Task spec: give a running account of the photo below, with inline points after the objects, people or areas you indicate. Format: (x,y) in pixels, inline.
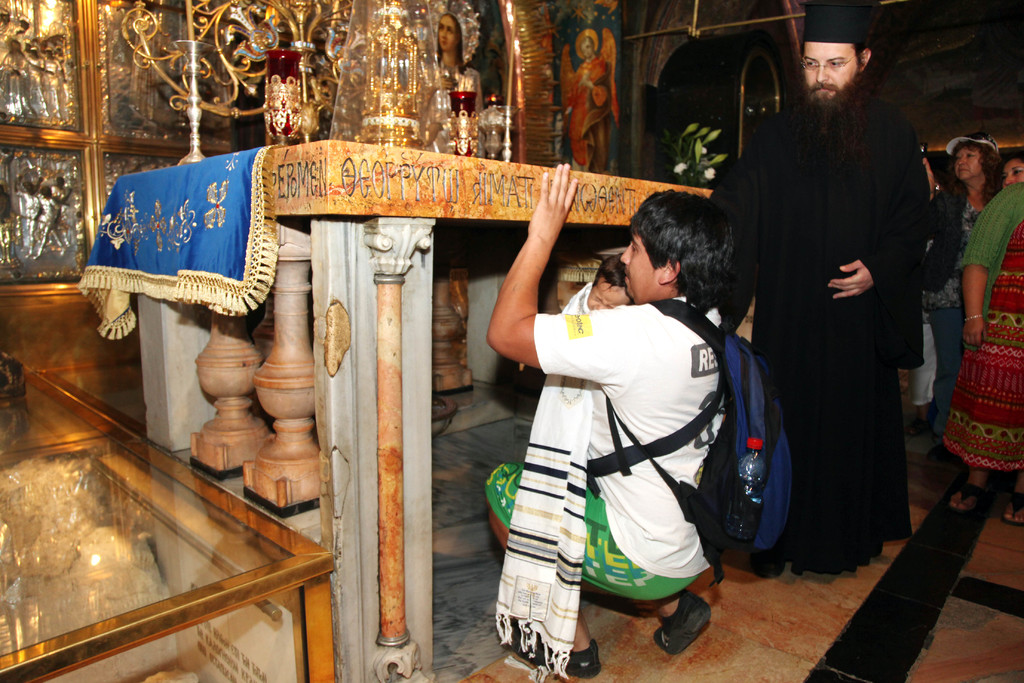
In this image there are group of people (778,262) in the center (659,376) one person (641,385) is sitting on his knees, and he is holding a baby (591,294) and also he is wearing a bag (698,323). In the background (77,181) there are some photo frames (8,58), lamps (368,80), pillar (372,333), altar (382,188). And on the left side of the image (218,572) there is one box (127,574), in the box (124,566) there are some objects (117,529). At the bottom (787,626) there is floor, and in the background (686,146) there is a plant (685,133) and some objects (748,124).
